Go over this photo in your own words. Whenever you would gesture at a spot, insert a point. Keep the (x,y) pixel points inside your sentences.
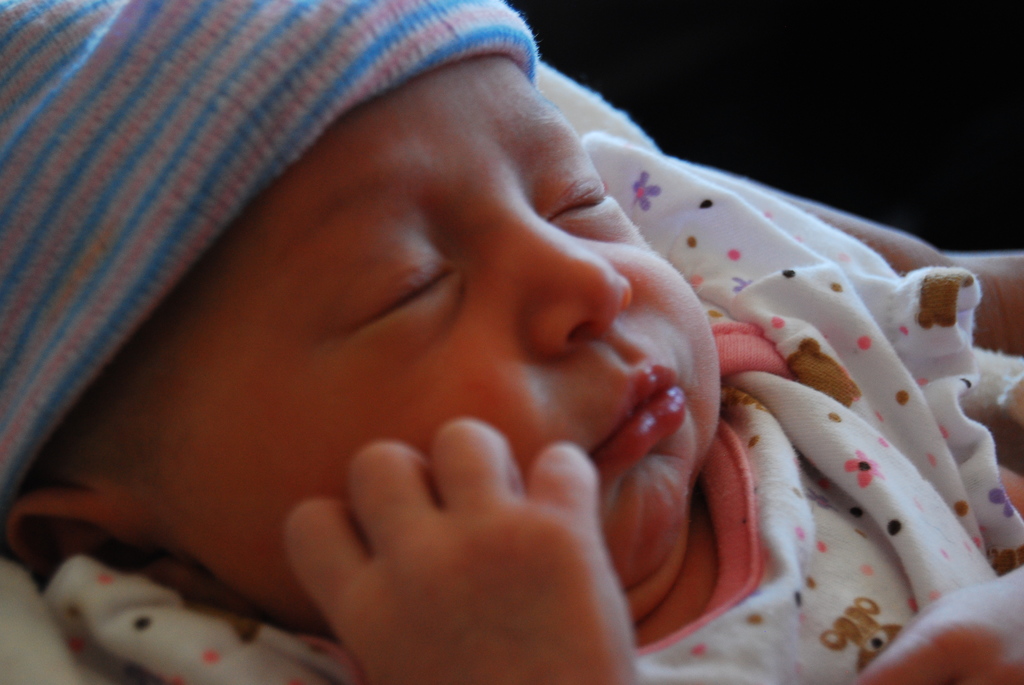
In this picture I can see there is an infant (565,403) sleeping and there is a blanket (907,465) on her and there is a dark backdrop (908,89).
